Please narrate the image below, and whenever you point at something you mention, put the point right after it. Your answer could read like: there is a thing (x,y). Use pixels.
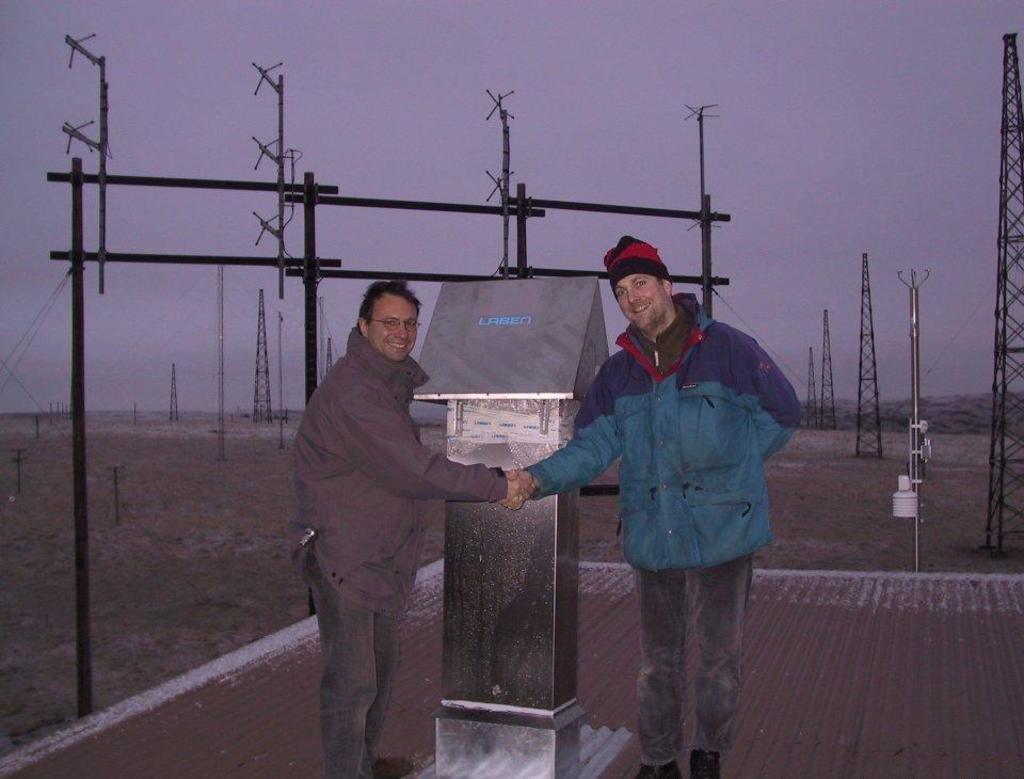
In this image there are two people (390,548) standing together and giving shake hand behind them there is a pillar (485,655) and so many electrical poles (911,328) in the ground (430,771).
